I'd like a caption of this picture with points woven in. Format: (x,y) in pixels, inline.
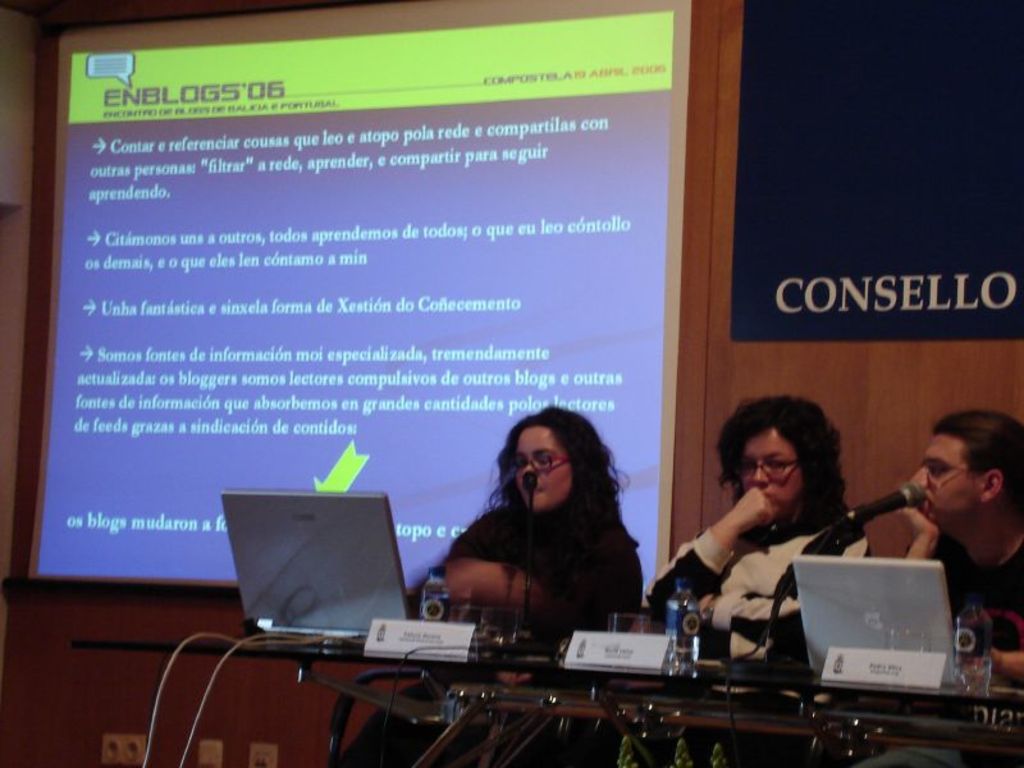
At the top of the image (216,208) we can see display screen (204,181) and an advertisement (873,281) on the wall (693,315). At the bottom of the image (708,529) we can see persons (744,606) sitting on the chairs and a table (358,643) is placed in front of them. On the table (316,645) there are cables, laptops (368,612), name plates (657,667), glass tumblers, mics (529,655) and disposal bottles (687,646).
